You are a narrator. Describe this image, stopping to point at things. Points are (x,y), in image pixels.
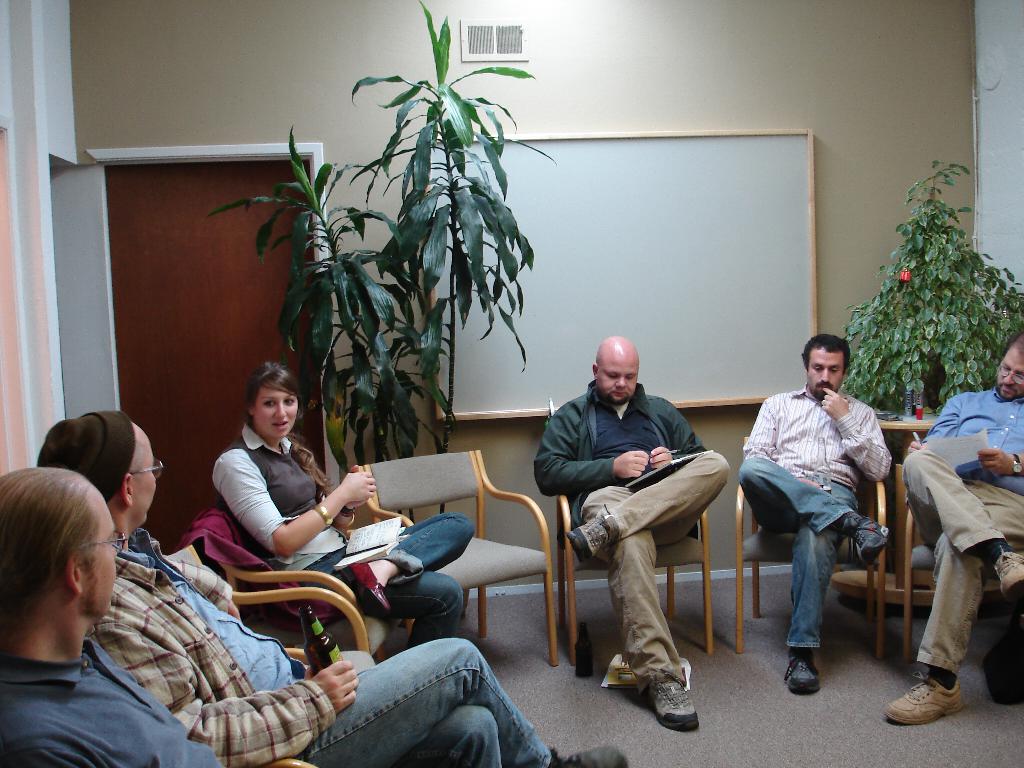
In this image I can see number of persons (233,599) sitting on chairs (412,492) which are ash and brown in color and in the background (490,513) I can see few plants (419,179), the brown colored wall (882,114), the door (220,272) and a white colored board (644,295).
